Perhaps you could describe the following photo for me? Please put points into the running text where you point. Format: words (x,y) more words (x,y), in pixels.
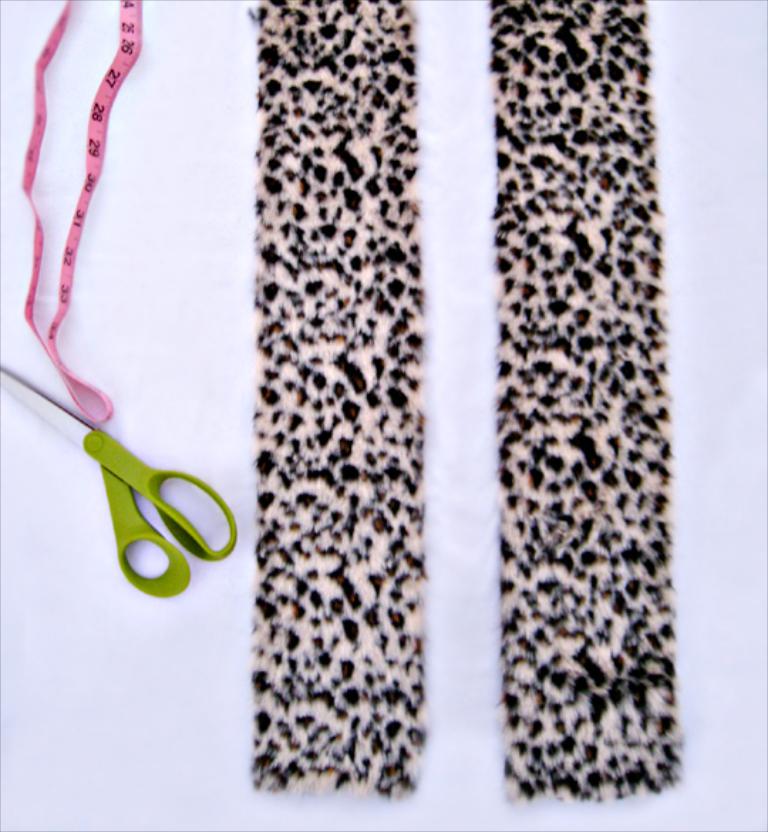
In this image I can see a green scissors (123,449) and pink color tape (73,270). I can see a cloth (383,201) which is in cream and black color. They are on the white color surface (190,150).
